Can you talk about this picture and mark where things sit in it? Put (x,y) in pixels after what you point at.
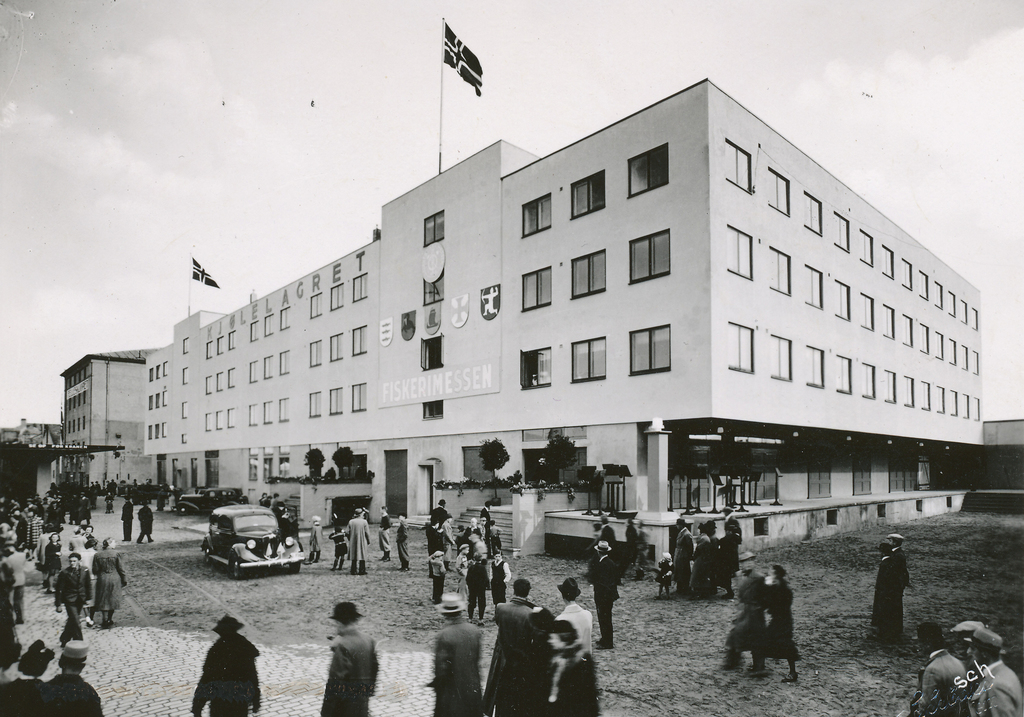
In this image we can see there are people (88,543) standing on the ground (433,623) and there are vehicles (240,510). And there are buildings (346,339), trees (498,459), stands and flags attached to the building (537,409). And there is the sky (220,58) in the background (181,65).
